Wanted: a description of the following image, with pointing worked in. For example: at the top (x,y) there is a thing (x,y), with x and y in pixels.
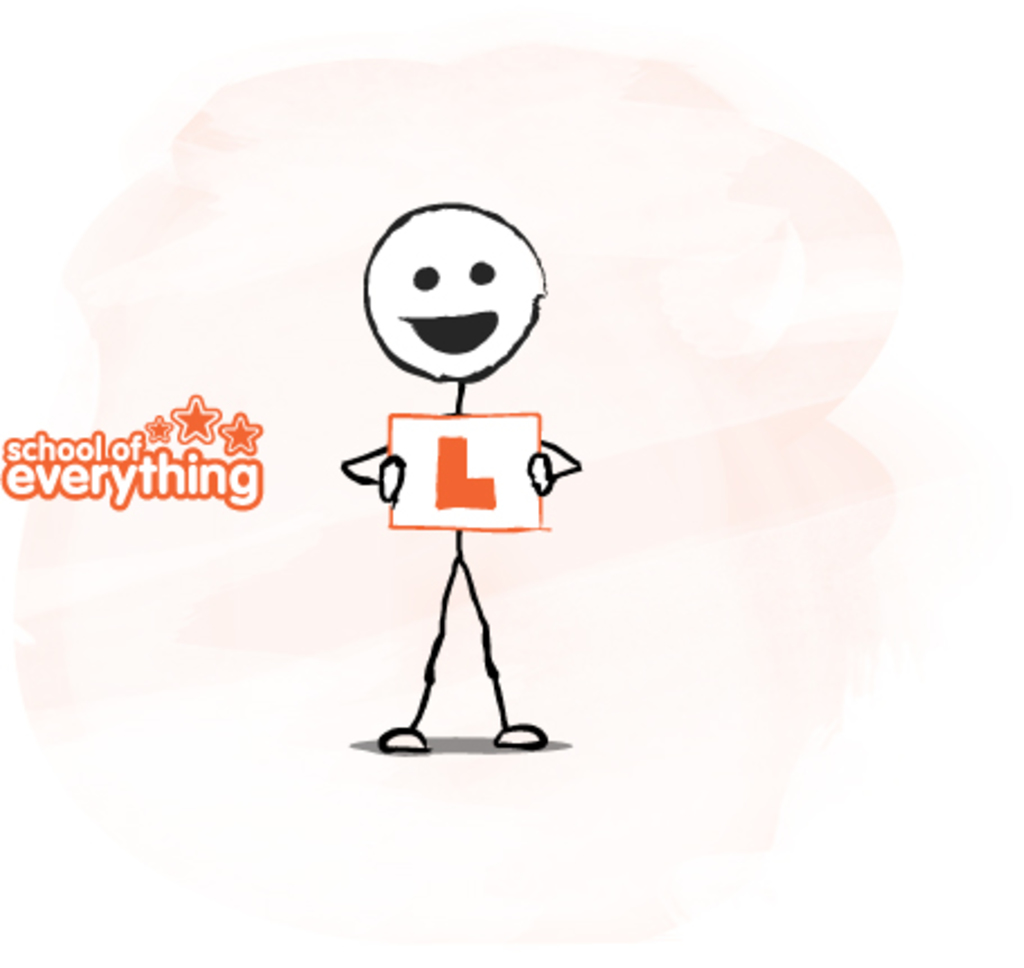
In this image we can see a person clipart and some text (241,485) on it.
